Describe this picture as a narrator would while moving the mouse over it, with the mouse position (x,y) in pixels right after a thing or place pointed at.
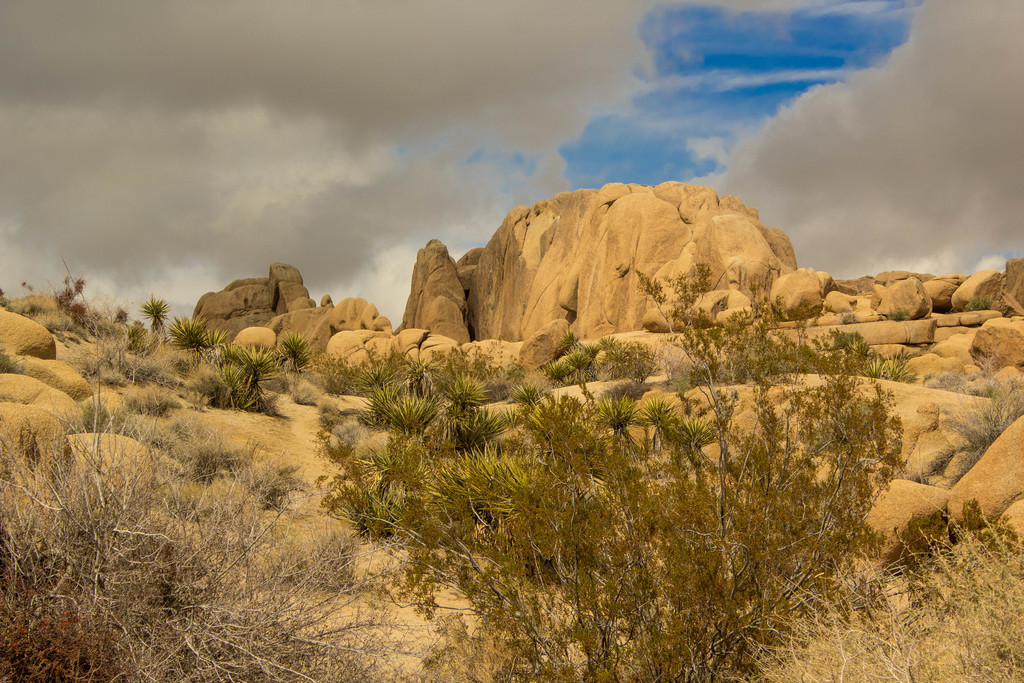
In the picture I can see a plant (578,497) which is in green color and there are dried trees (71,550) on either sides of it and there are few rocks (434,355) and plants (454,351) in front of it and the sky (406,290) is cloudy.
